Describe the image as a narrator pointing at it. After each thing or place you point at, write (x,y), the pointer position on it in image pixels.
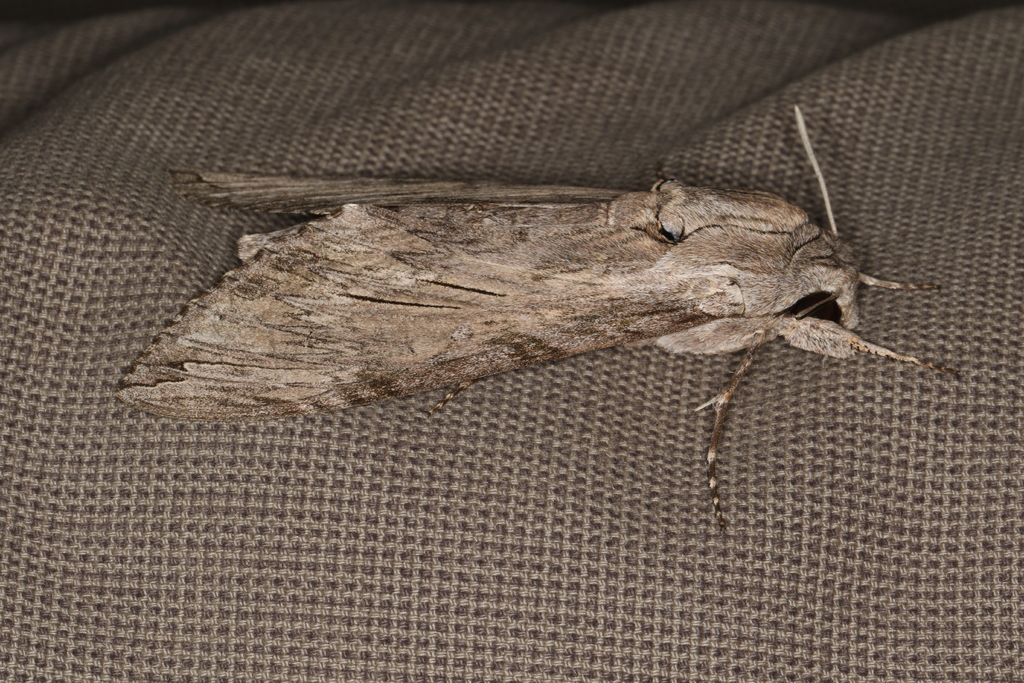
In the center of the image (398,311) we can see an insect (570,262) on the mat (584,547).
